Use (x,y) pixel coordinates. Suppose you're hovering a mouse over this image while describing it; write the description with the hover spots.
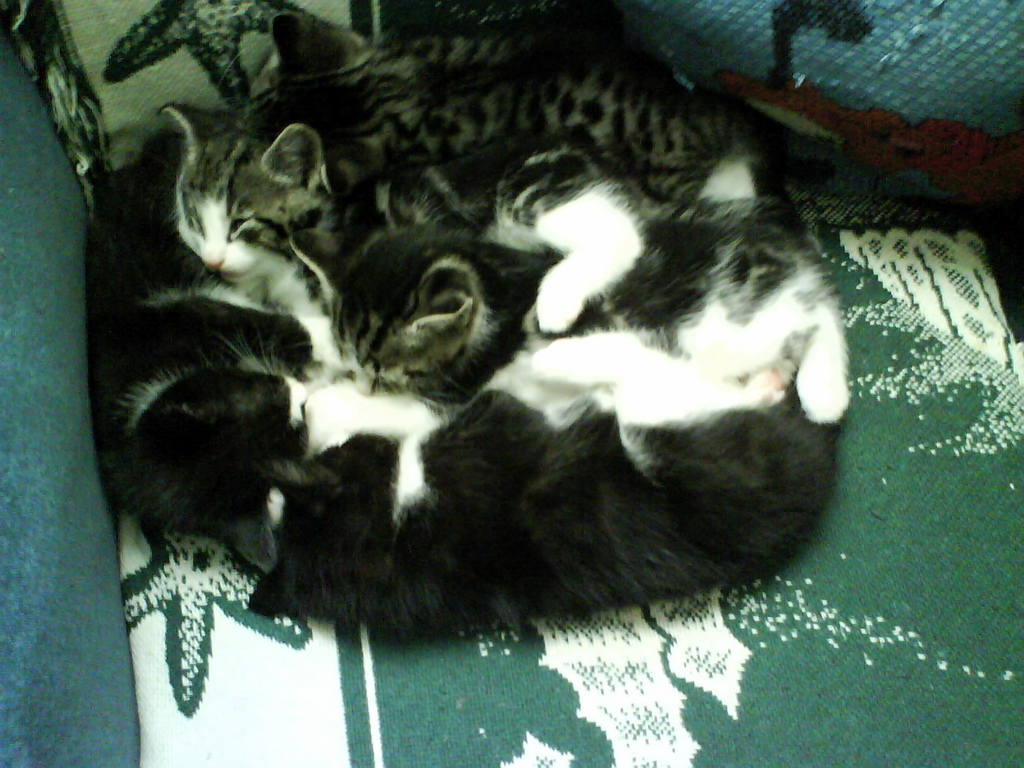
This image is taken indoors. At the bottom of the image (754,657) there is a couch (88,119). In the middle of the image (575,317) there are a few cats (240,176) lying on the couch (188,87).
